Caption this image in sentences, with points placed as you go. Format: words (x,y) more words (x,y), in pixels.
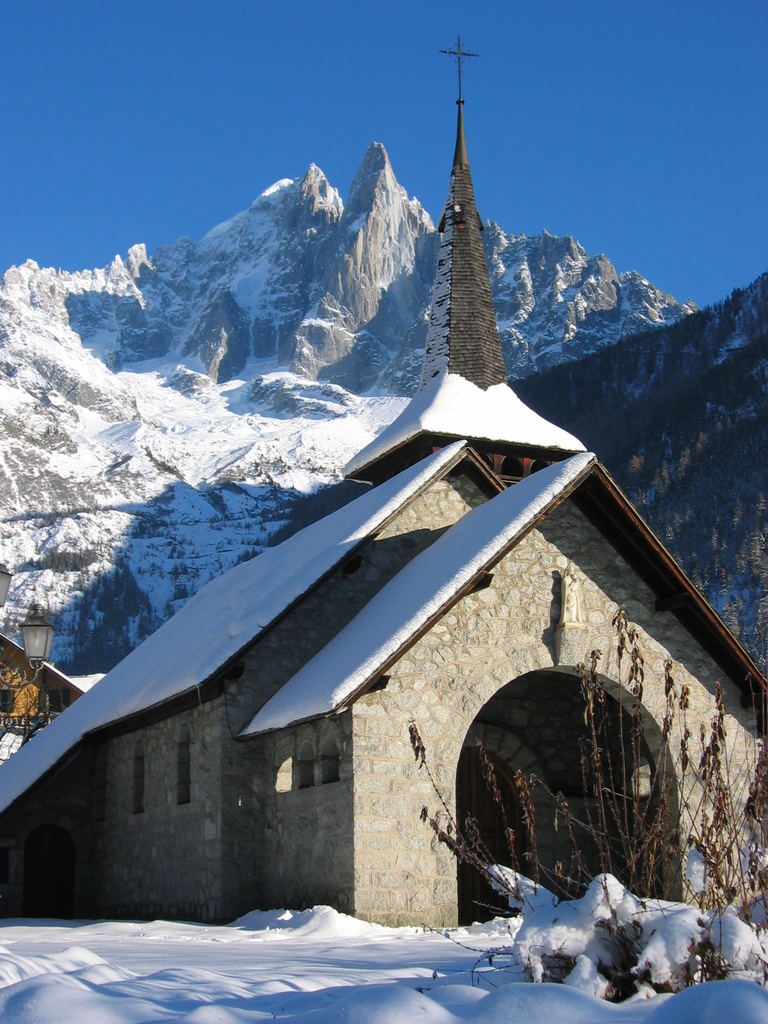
In this image I can see a plant (514,893), snow (210,956), houses (322,550), cross symbol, lights (1,571), trees (730,541), mountain (694,511) and blue sky (147,96).
